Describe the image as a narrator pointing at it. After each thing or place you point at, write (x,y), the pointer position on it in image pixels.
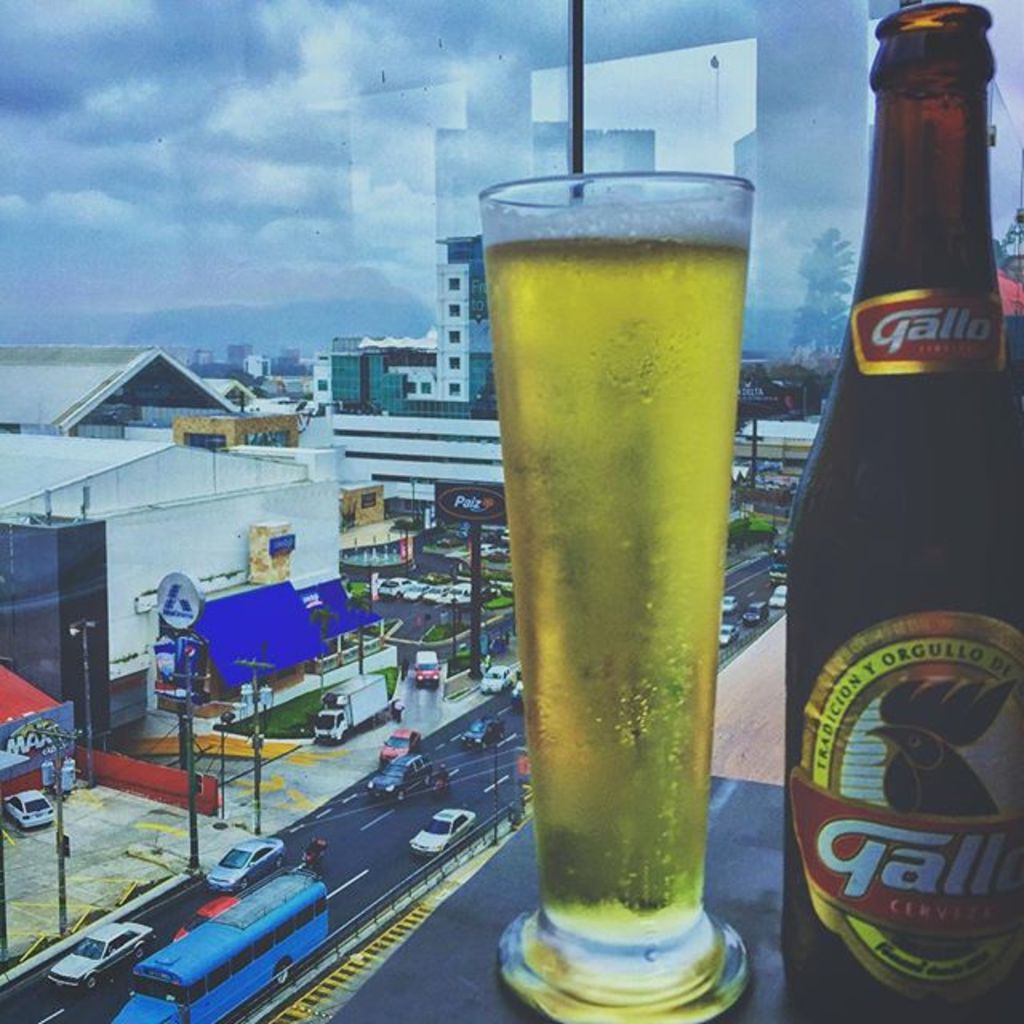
In this picture, we can see a glass (540,943) with liquid (631,858) in it, bottle (895,555), buildings (142,514), posters (267,549), poles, trees (848,284), grass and the sky (290,193) with clouds (331,190).
